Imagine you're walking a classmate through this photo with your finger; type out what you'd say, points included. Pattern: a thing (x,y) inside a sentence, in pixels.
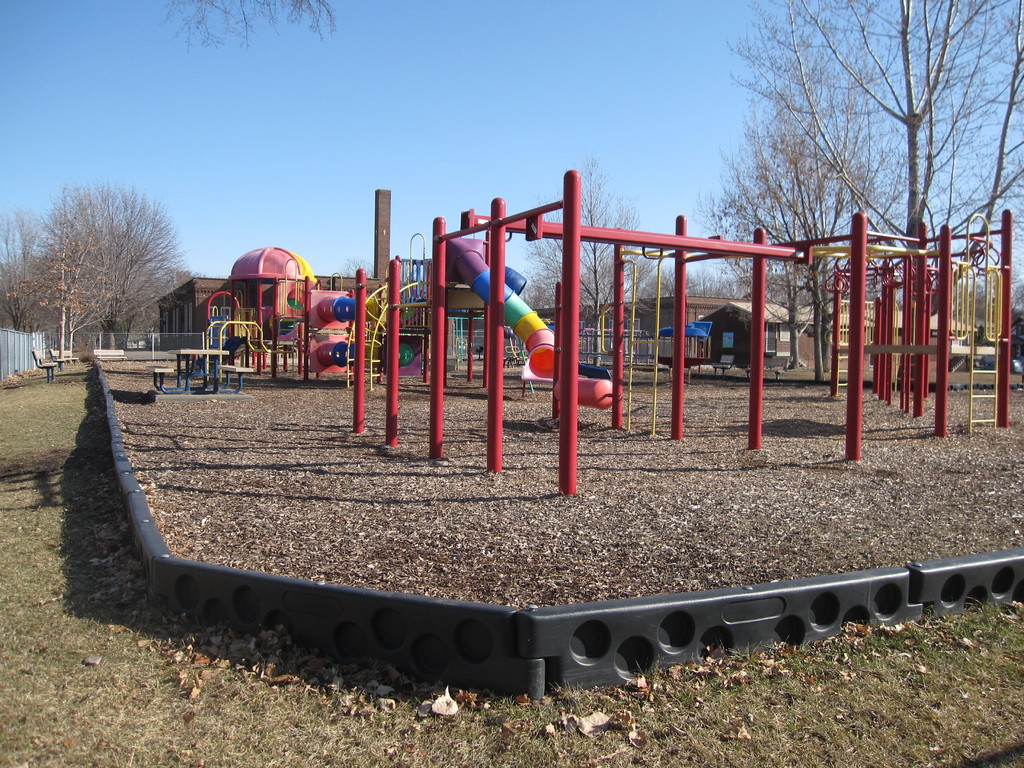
In this image I can see the red color metal rods (489,405). To the side of these metal rods (434,392) I can see the toys (324,315) which are colorful. In the background (97,313) I can see the houses (207,289), trees (62,210) and the blue sky (397,106). And I can see the black color compound wall (457,656).
